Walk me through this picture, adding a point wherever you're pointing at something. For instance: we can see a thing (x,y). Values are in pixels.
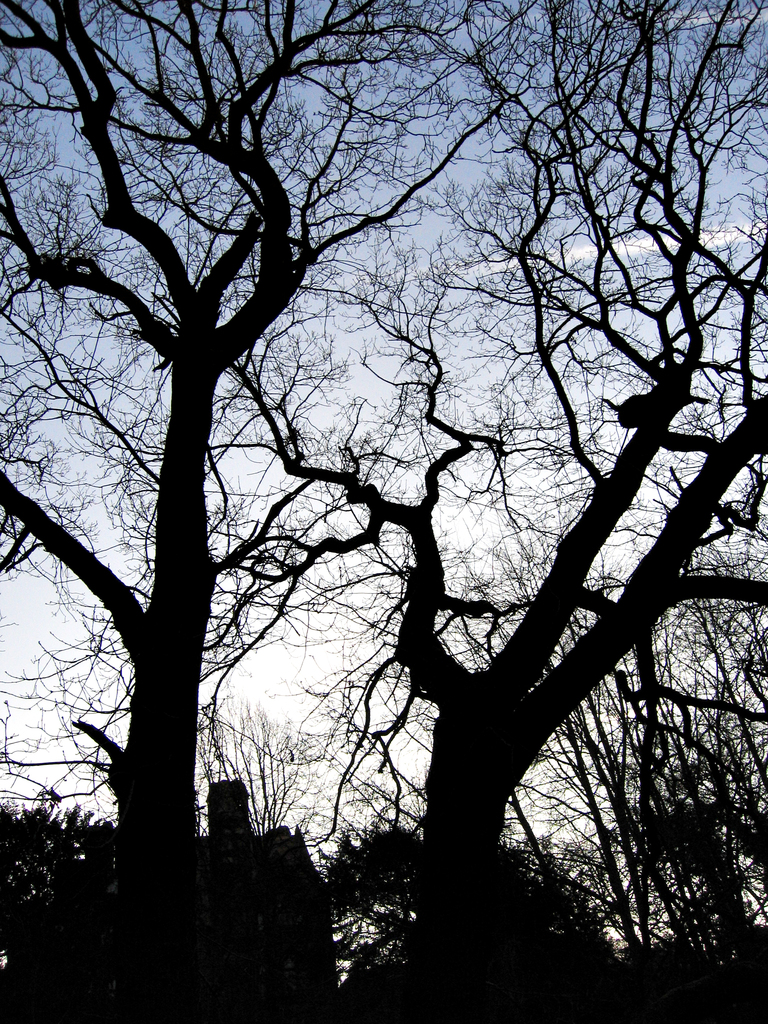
In the middle of the image (268,631) we can see some trees (477,42). Behind the trees (403,42) we can see some clouds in the sky (43,23).
